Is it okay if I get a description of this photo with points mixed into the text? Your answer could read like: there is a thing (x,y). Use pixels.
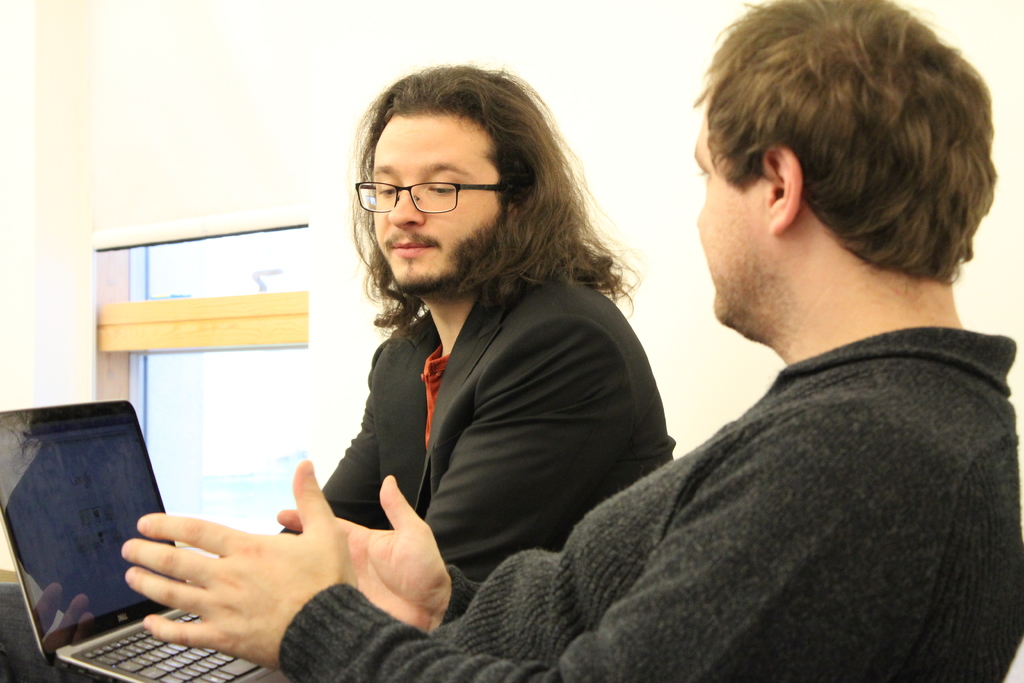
In the center of the image (465,454) we can see two persons (514,479) are sitting and they are in different costumes (522,489). Among them, we can see one person (535,541) is wearing glasses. In front of them, there is a laptop (60,507) on some object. In the background (220,445), we can see a few other objects (192,377).
